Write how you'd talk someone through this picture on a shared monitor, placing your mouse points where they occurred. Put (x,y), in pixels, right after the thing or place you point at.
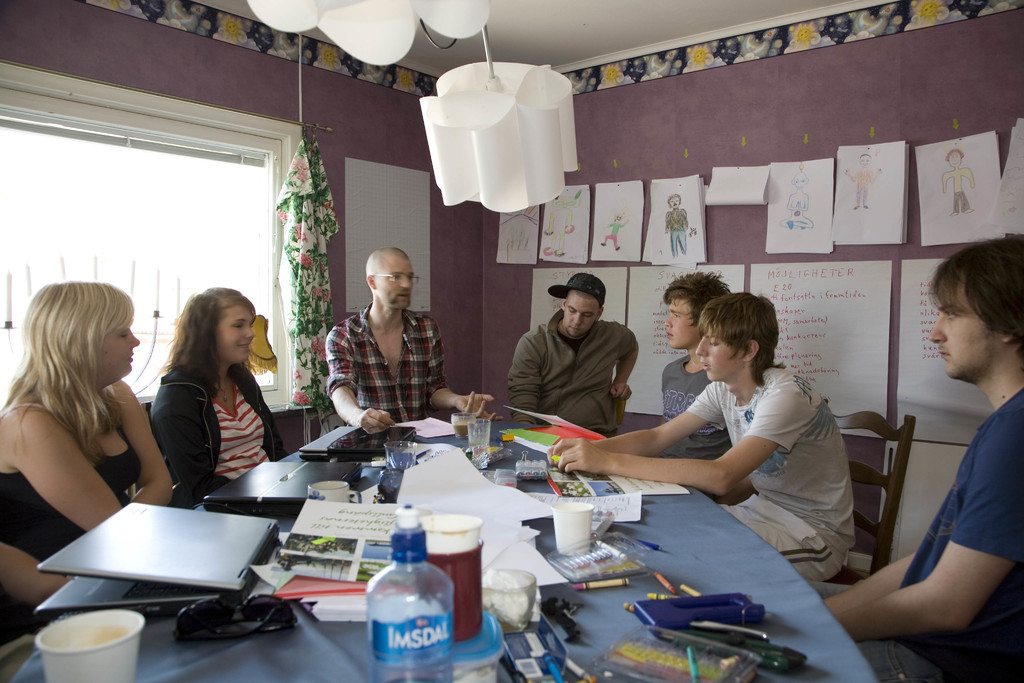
In this picture there are people (71,460) sitting on the table (649,576) with stationery items (673,598) placed on it. To the roof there are white hangings (458,100) attached.
